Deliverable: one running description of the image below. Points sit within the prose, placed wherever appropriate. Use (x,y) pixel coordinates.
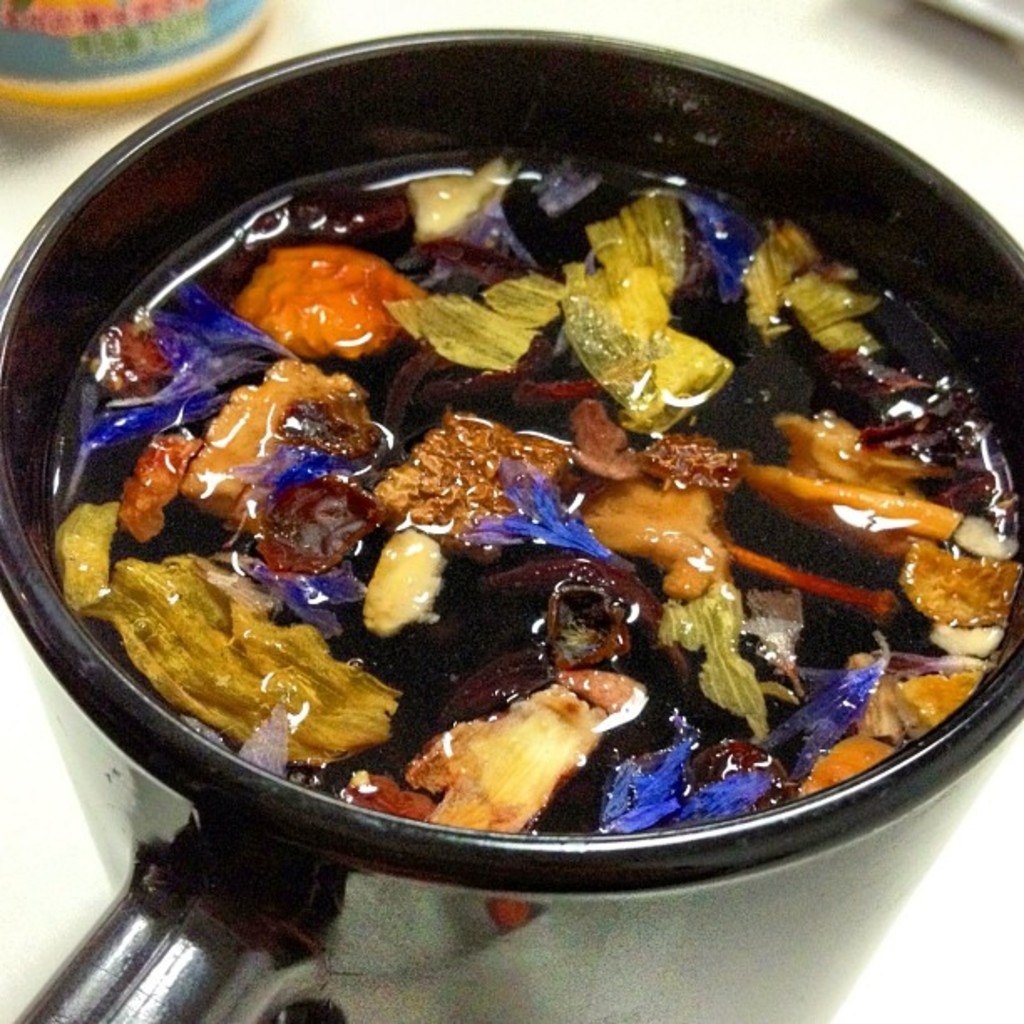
In the middle of this image (664,582), we can see there are some objects (651,541) in a liquid (445,281), which is in a pan (1002,302). In the background (16,55), there are other objects (183,32). And the background (822,25) is white in color.
